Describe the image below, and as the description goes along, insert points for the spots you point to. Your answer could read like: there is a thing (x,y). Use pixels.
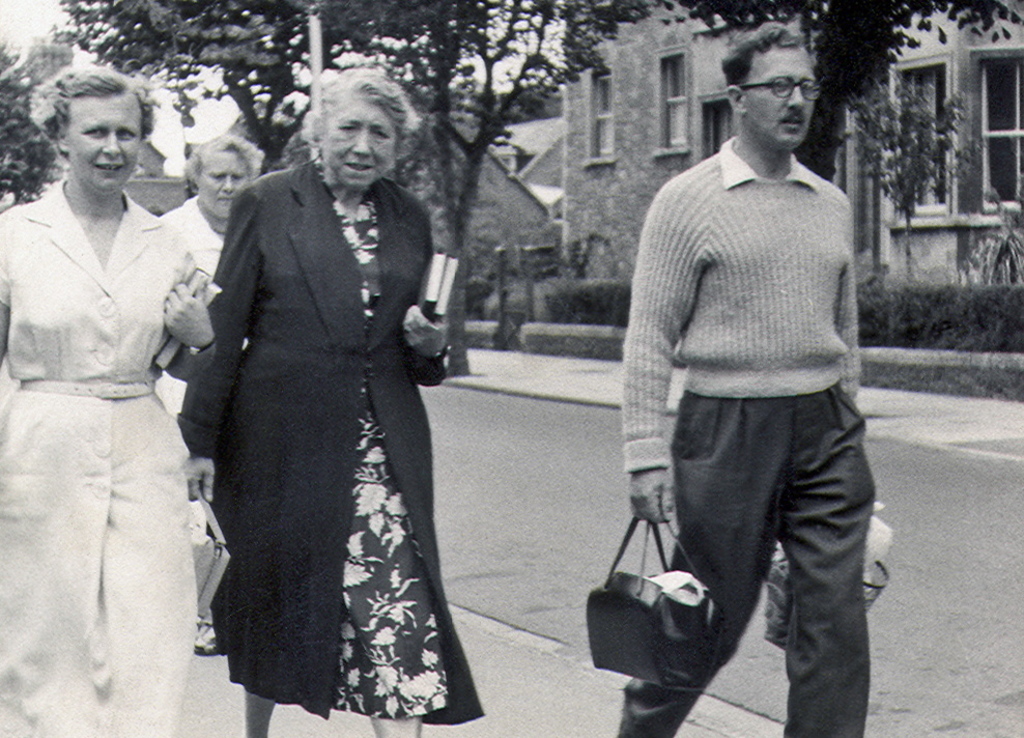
This is a black and white image. Here I can see four people (272,317) holding books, bags (202,575) in the hands (666,470) and walking on the road (521,597) towards the right side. In the background (539,146), I can see the buildings (569,104) and trees (439,25).
